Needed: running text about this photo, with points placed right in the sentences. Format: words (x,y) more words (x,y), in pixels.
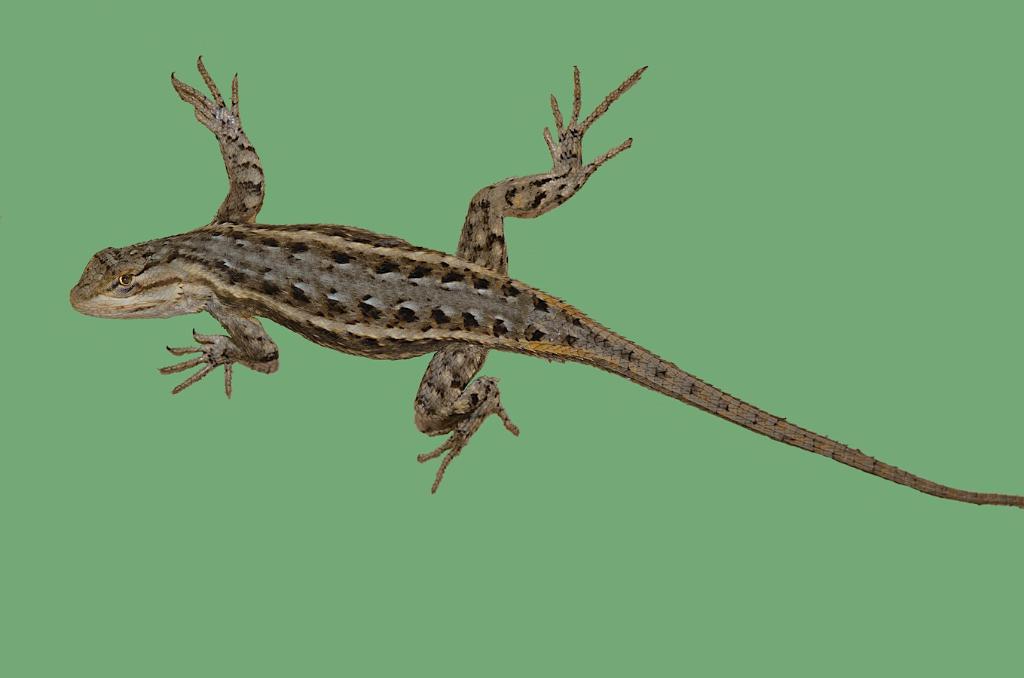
In this picture I can see there is a lizard (672,376) and it has four legs (219,115) and a long tail (625,343).
